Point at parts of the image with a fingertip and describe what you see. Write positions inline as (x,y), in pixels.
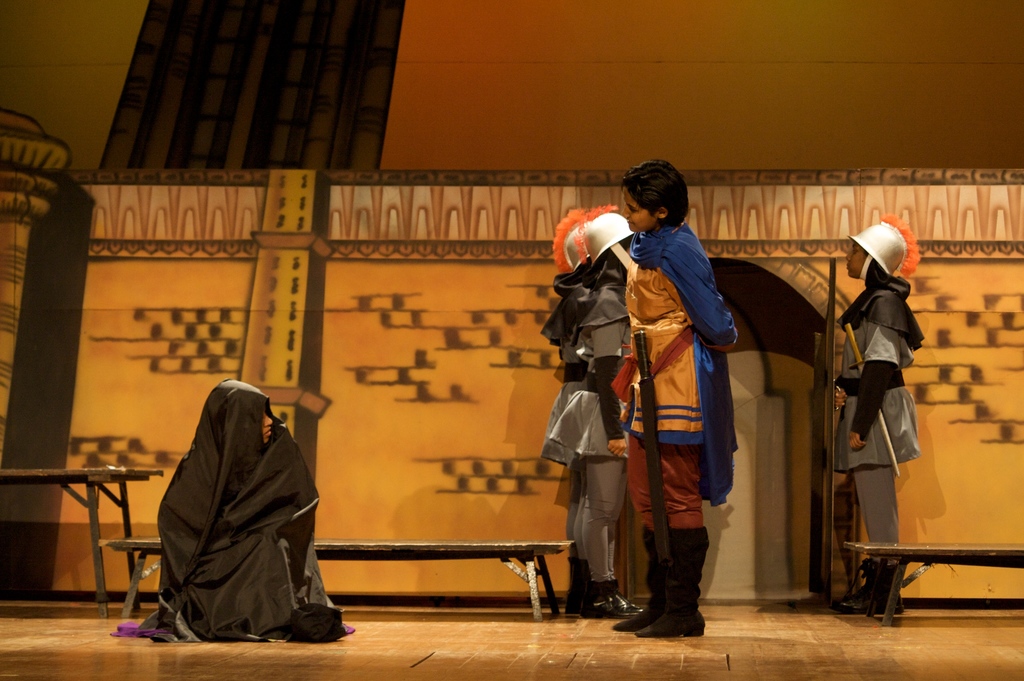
In this image there is a person (657,277) in the middle (632,373) who is wearing the costume of a warrior (671,341). On the left side (286,513) bottom there is a person (224,554) sitting on the floor (590,675) by covering with the black color cloth (263,462). In the background (575,336) it seems like there are three soldiers (851,381). Behind them there is a wall (451,579). There are benches (461,550) on the floor (578,640).
